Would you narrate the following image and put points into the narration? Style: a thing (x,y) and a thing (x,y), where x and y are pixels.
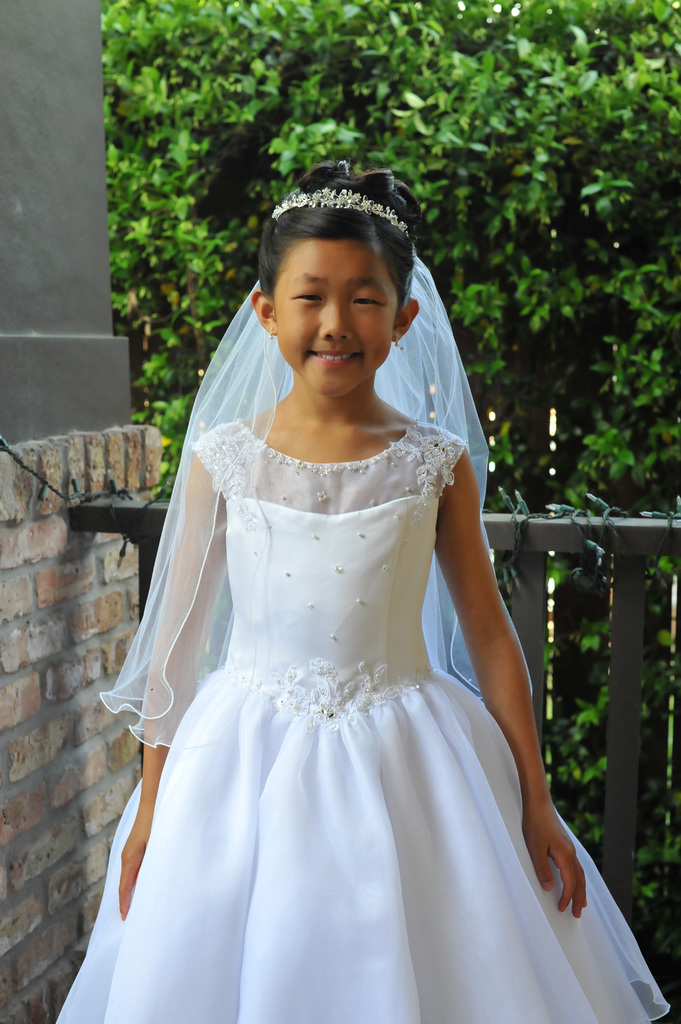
In this picture we can see a kid (398,511) smiling, in the background (395,126) we can see a tree (361,129), on the left side (52,623) there is a brick wall (50,646), we can see railing (634,632) here.
